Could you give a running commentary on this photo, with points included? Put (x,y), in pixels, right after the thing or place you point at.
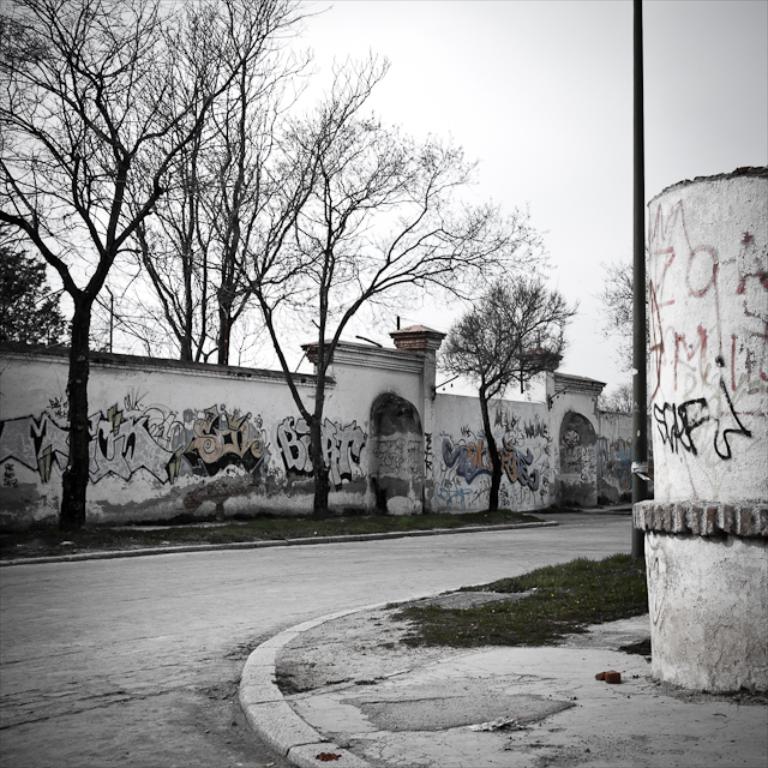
In this image, we can see a wall (267,469) in between trees (468,328). There is a road (386,578) in the middle of the image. There is a wall (717,396) and pole (641,415) on the right side of the image (702,439). In the background of the image (555,269), there is a sky (497,205).
